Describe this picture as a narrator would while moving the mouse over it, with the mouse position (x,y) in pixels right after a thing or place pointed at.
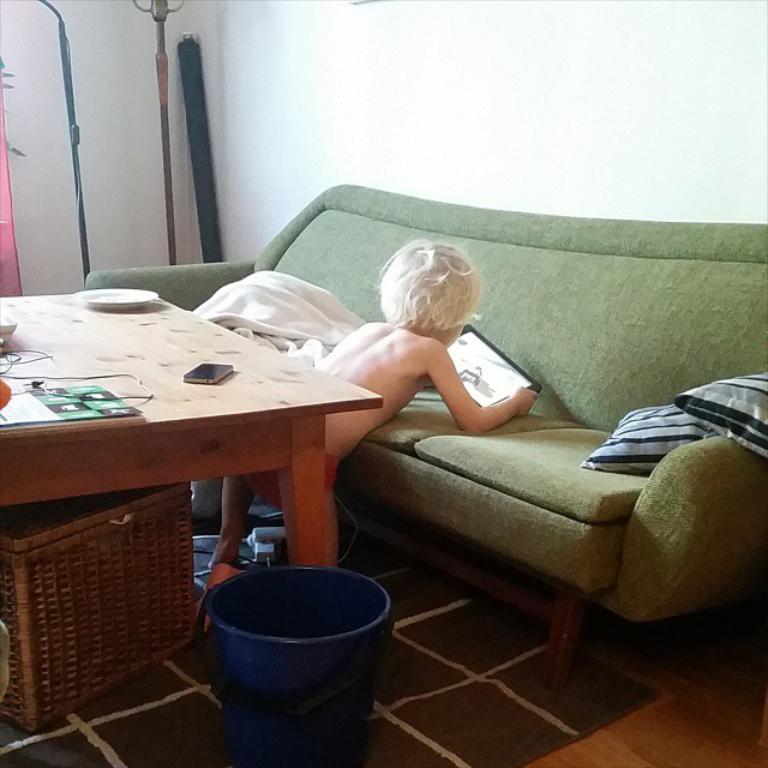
In this image I can see a person (420,352) with a tablet (532,388). I can also see a sofa (587,252) and few cushions (624,460) on it. Here on this table (205,438) I can see a phone (193,377) and a plate (115,295).
